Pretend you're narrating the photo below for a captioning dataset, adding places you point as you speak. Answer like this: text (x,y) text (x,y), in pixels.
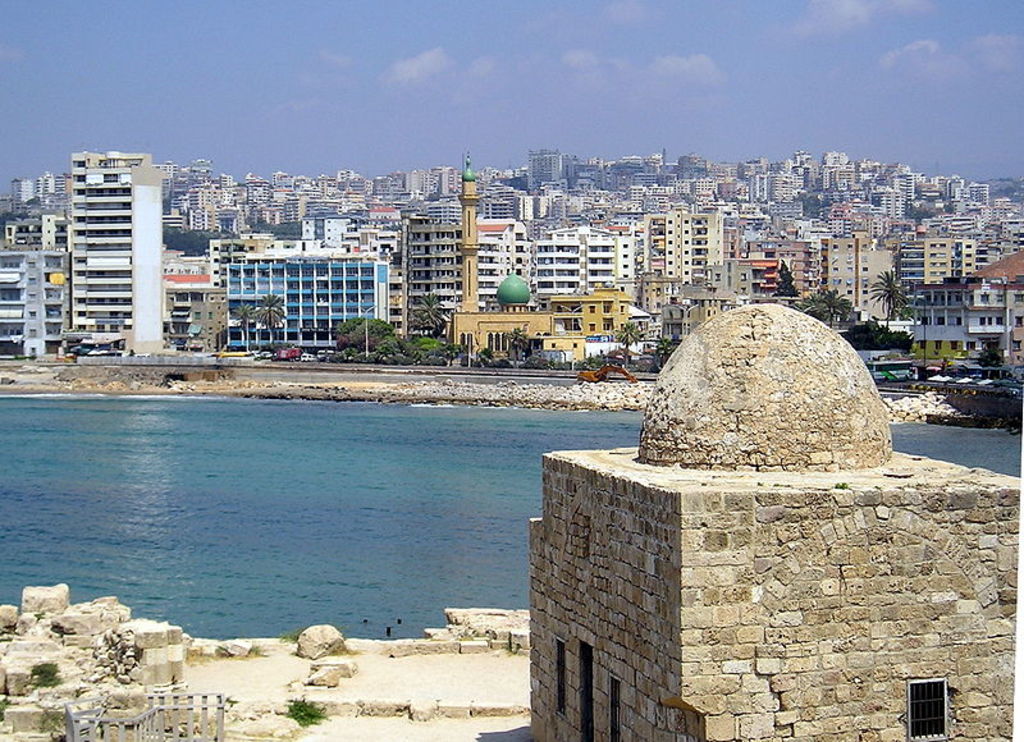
In image in the center (398,493) there is water (417,526). In the front (475,663) there are stones (137,684) on the ground (267,693) and there is a house (684,602). In the background (408,230) there are buildings (564,234) and the sky (646,65) is cloudy.
